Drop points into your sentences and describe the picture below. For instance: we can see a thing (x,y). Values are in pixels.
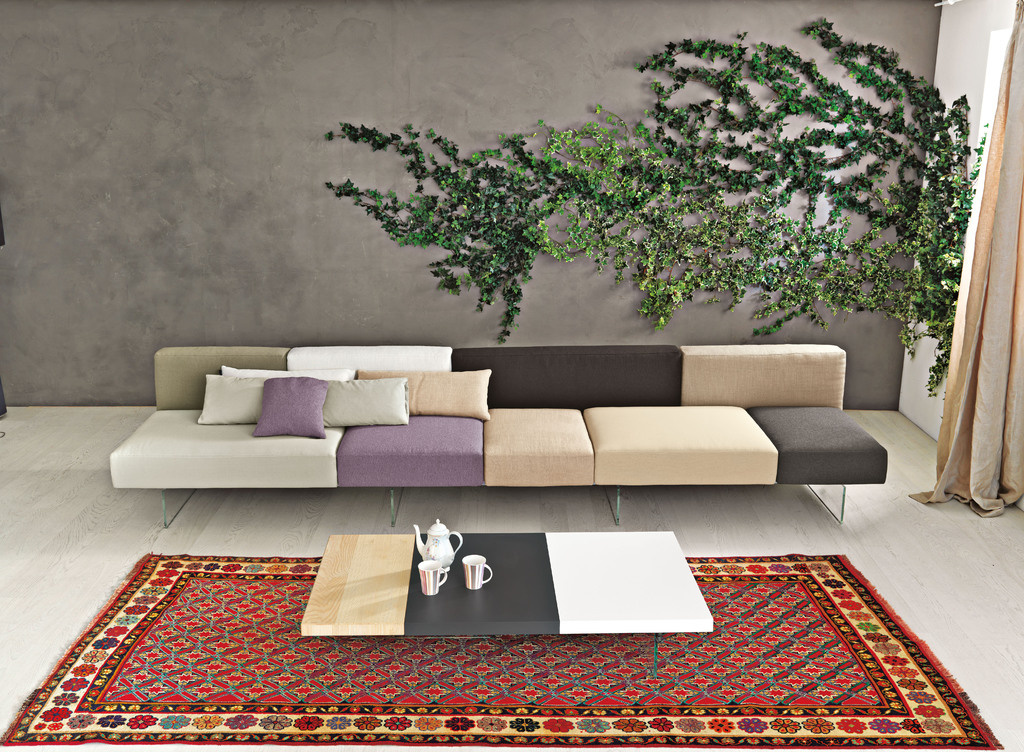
This is a picture taken in a living room (446,606) where there are couch (445,468), 5 pillows (429,411), table (415,588), cups (428,574), tea pot (419,546), carpet (257,559), plant (934,210) kept or attached in a wall (783,189), curtain (1023,37), window (991,85).
